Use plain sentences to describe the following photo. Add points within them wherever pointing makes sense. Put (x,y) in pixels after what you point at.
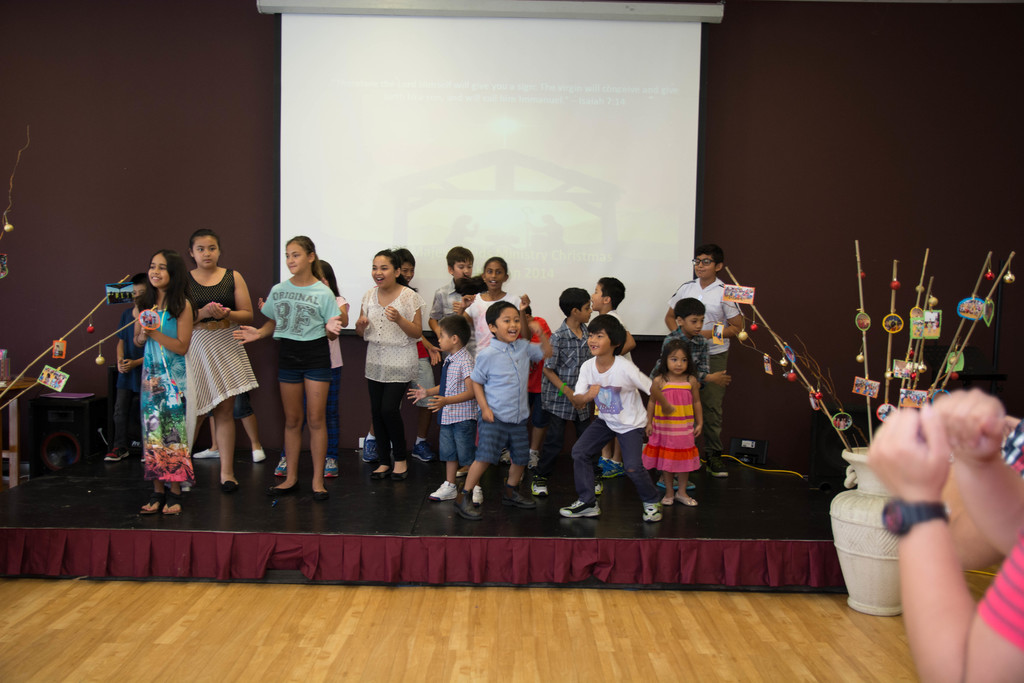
In this image we can see kids (225,392) are standing on the stage (60,562) and we can see decorative items (98,359) and photographs (48,366) attached to the sticks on the left (66,372) and right side. On the right (926,562) we can see the person's hand (925,539) the sticks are in the pot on the floor (395,609). In the background (463,195) there is a screen (466,144) and wall (93,116).
